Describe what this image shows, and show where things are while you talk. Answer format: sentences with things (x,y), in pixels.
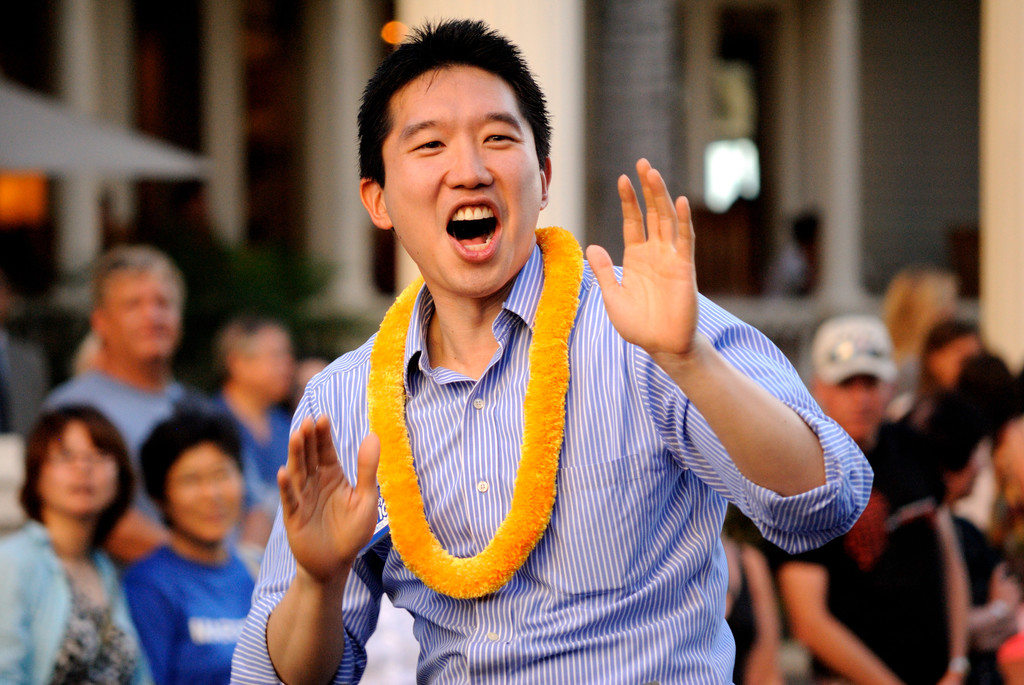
In this picture I can observe a person (439,483). He is wearing purple color shirt (475,449) and yellow color garland (404,490) in his neck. In the background (222,475) there are some people (198,510) standing and it is partially blurred.
